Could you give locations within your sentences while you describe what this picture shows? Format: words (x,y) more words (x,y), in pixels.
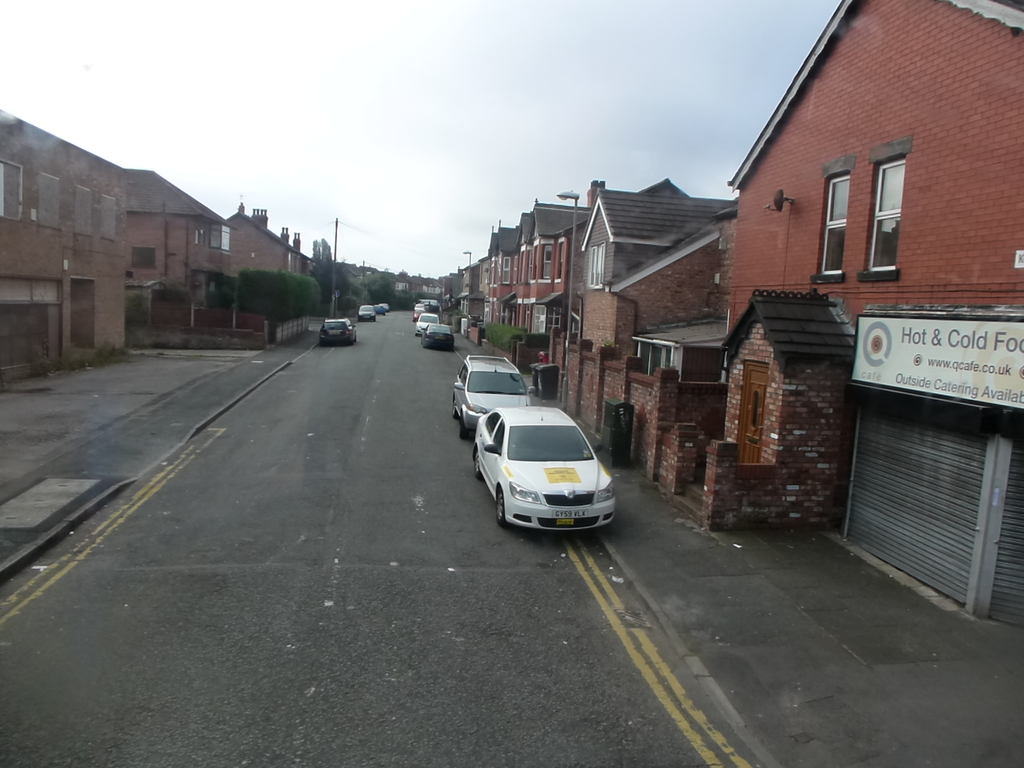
In this image I can see vehicles (458,413) on the road (436,437). Here I can see buildings (757,378), street lights (565,381) and a board (955,348) on which something written on it. In the background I can see the sky (331,71).
